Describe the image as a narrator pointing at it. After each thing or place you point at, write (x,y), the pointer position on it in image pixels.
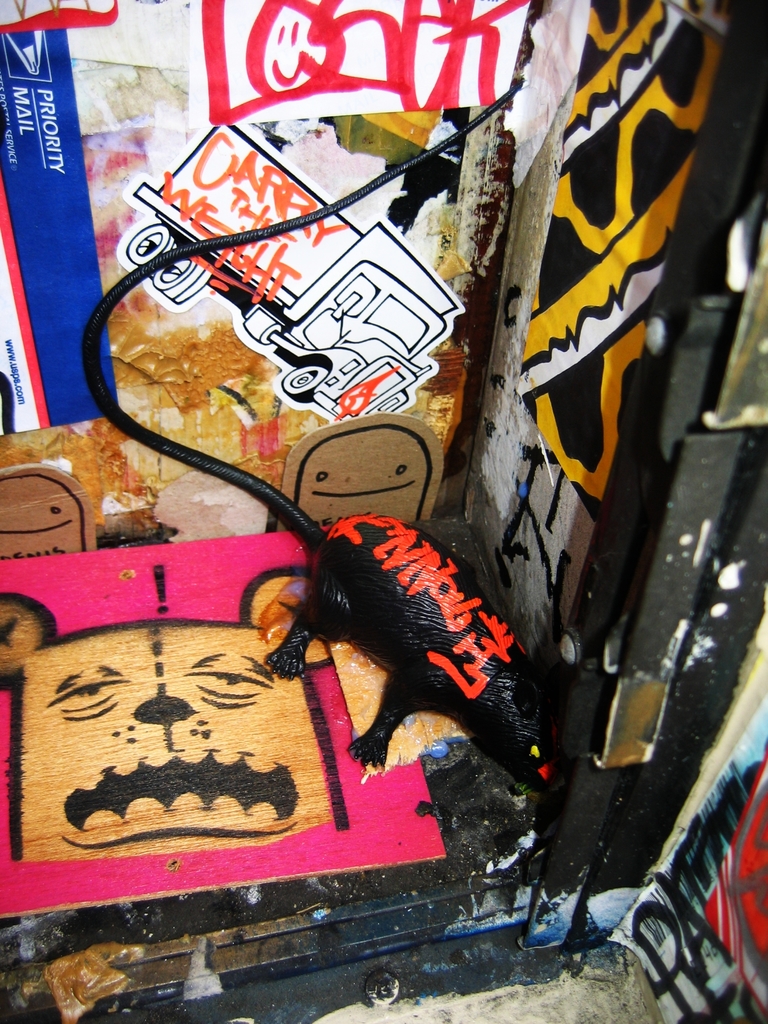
In this picture, we see some posters (14,361) are posted on the wall (235,365). At the bottom of the picture (294,896), we see a black color table (355,947) on which a pink color board (287,681) with painting (178,806) is placed. Beside that, we see a toy rat (394,617). We even see graffiti (282,211).
